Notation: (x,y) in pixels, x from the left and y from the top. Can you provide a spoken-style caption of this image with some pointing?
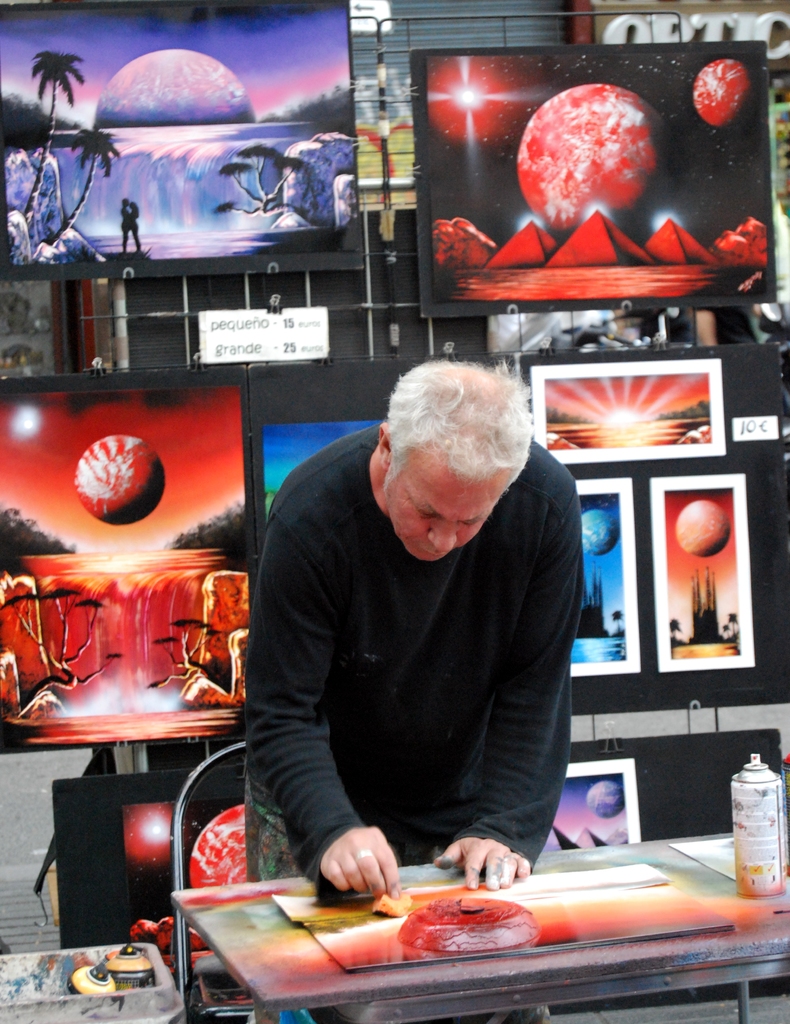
In the center of the image (364,469) there is a person (460,809) wearing black color T-shirt (320,771). There is a chair (178,864) behind him. In front of him there is a table (232,934), on which there is a paper (589,927). In the background of the image (35,77) there are paintings (181,173).
